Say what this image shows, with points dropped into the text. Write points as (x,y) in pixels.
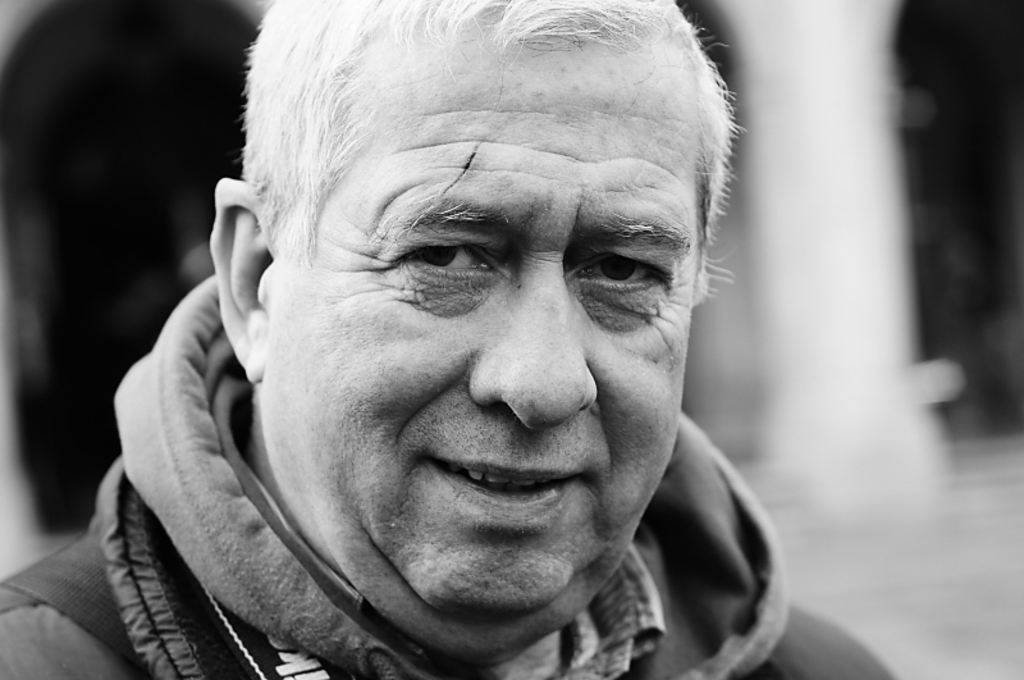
This is a black and white image. We can see a person (655,368) and the blurred background (738,436).
